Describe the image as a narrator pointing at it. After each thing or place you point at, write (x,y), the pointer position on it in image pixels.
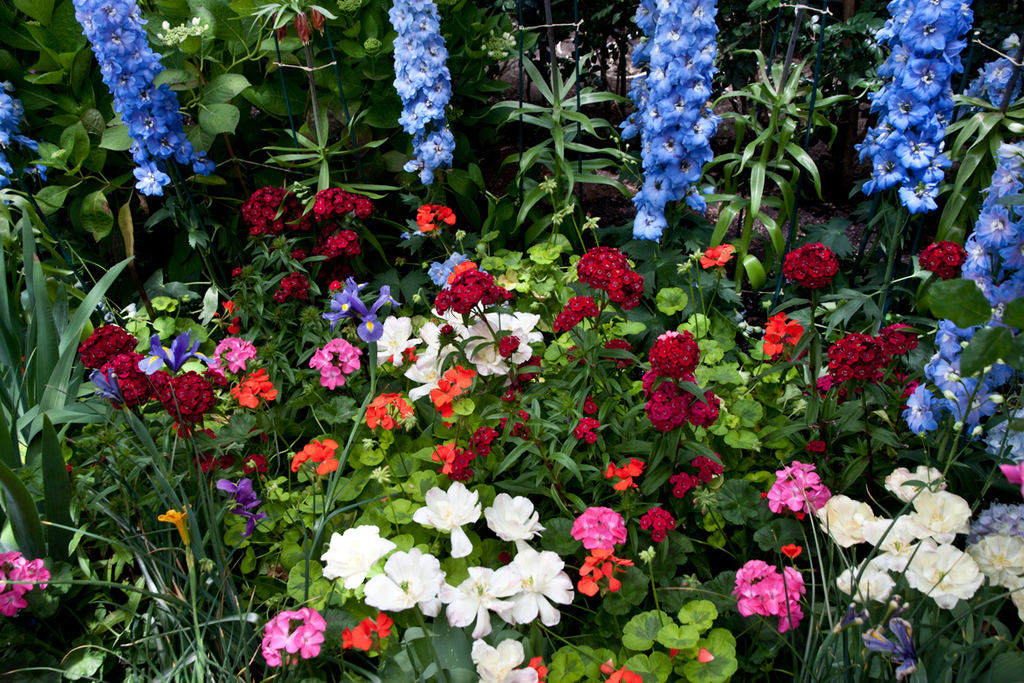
In this image in the middle (548,377), there are plants (593,366), different types of flowers (656,389), leaves (372,98).
